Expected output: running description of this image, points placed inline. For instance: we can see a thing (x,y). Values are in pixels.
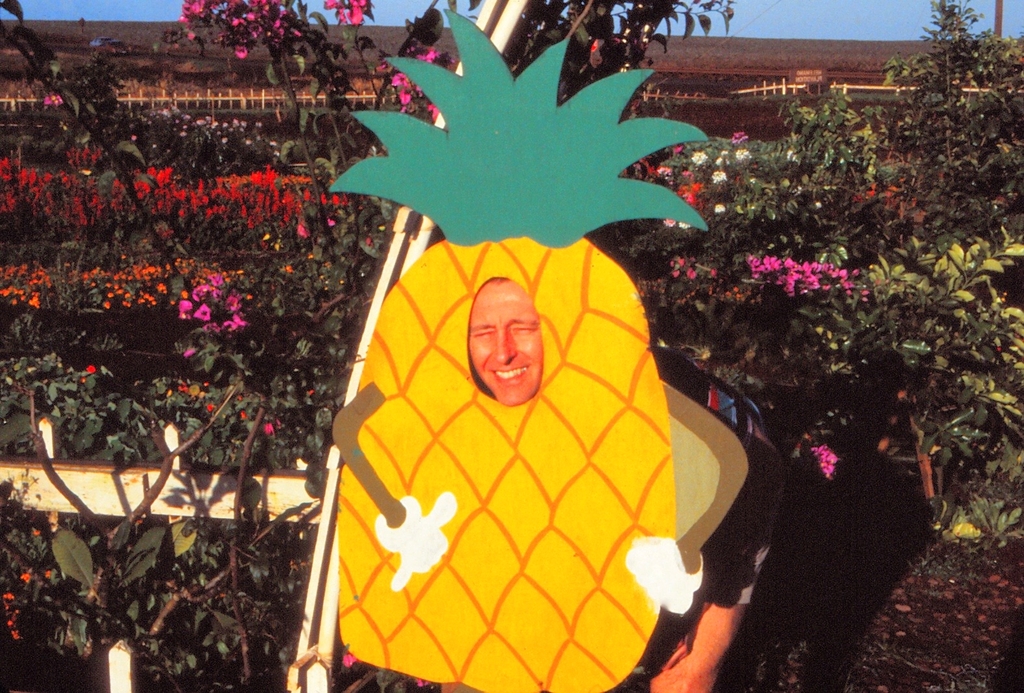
The picture is taken outside a city. In the foreground of the picture (439,475) there is a person (519,388) standing, behind a pineapple cutout (533,248). Behind him there are plants (885,294), flowers (52,177) and railing (134,491). In the background (768,59) there is field (704,63). Sky (826,23) is clear and it is sunny.
